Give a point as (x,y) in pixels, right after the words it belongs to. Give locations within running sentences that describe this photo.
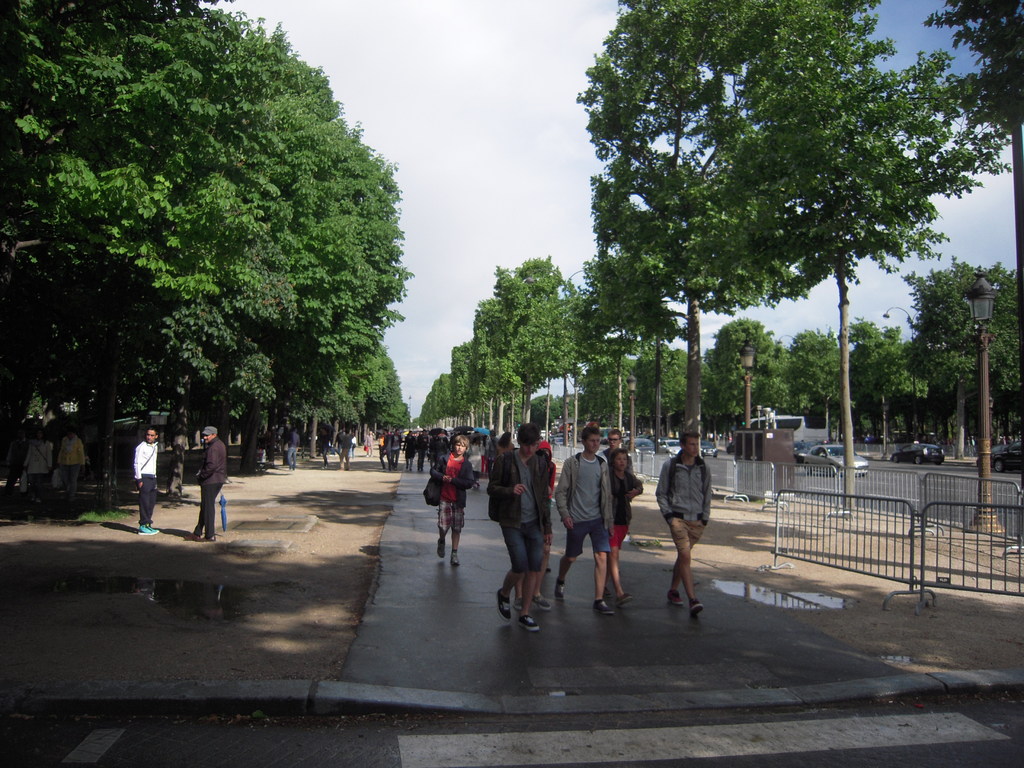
Here in this picture we can see number of people (526,559) standing and walking on the road (418,522) and on the right side (784,546) we can see barricades (809,529) present and we can see lamp post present and we can see plants (120,513) and trees (245,466) covered over there and we can also see cars (917,457) present on the road (914,487) and we can see the sky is cloudy.
